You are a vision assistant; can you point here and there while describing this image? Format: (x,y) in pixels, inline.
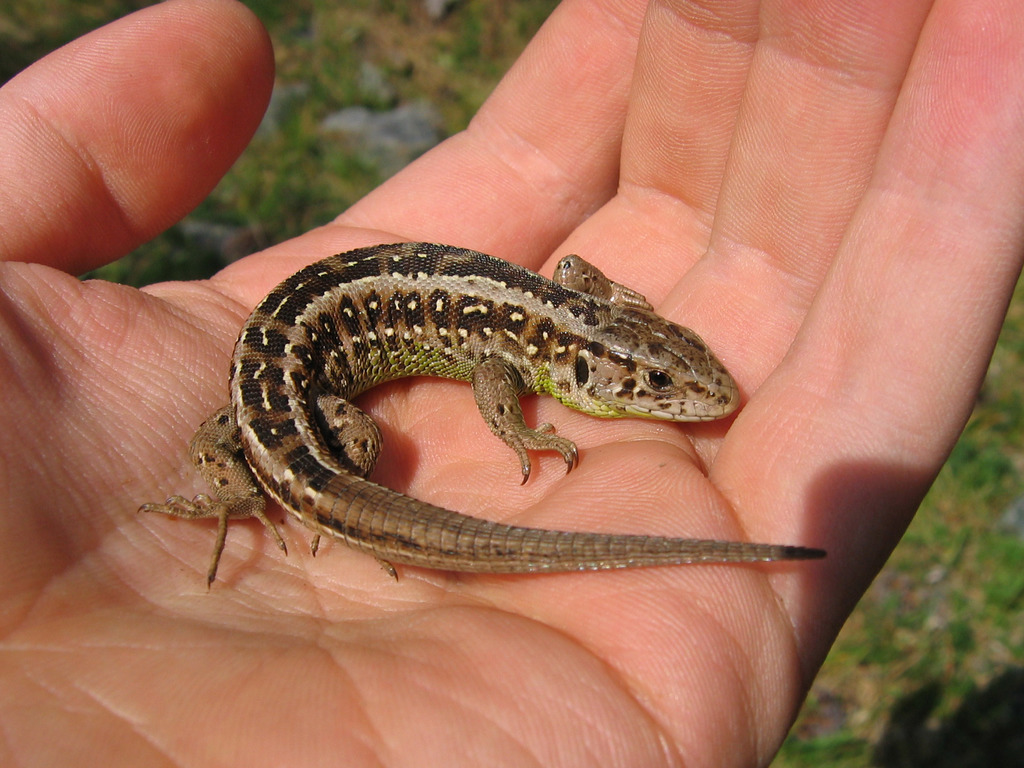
In this image we can see a reptile (381,359). We can see a hand (140,704) of a person (765,231) in the image. There is a blur background (947,647) in the image.
